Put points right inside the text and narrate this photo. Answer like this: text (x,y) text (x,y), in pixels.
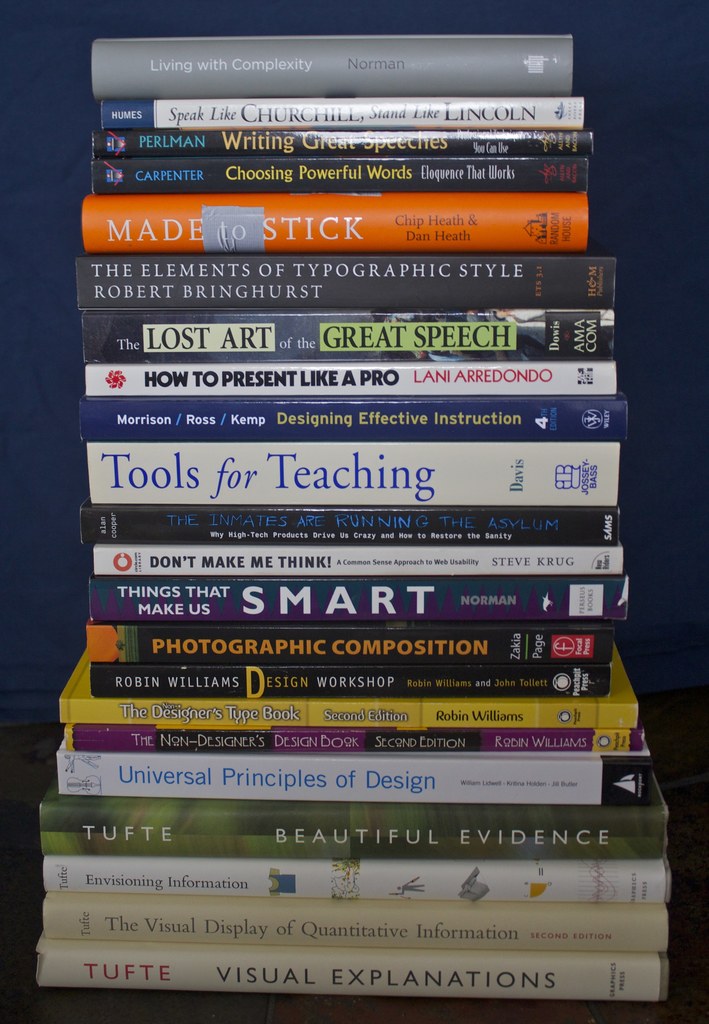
In this picture I can see so many books (505,823) one upon the other on an object (343,1023).
